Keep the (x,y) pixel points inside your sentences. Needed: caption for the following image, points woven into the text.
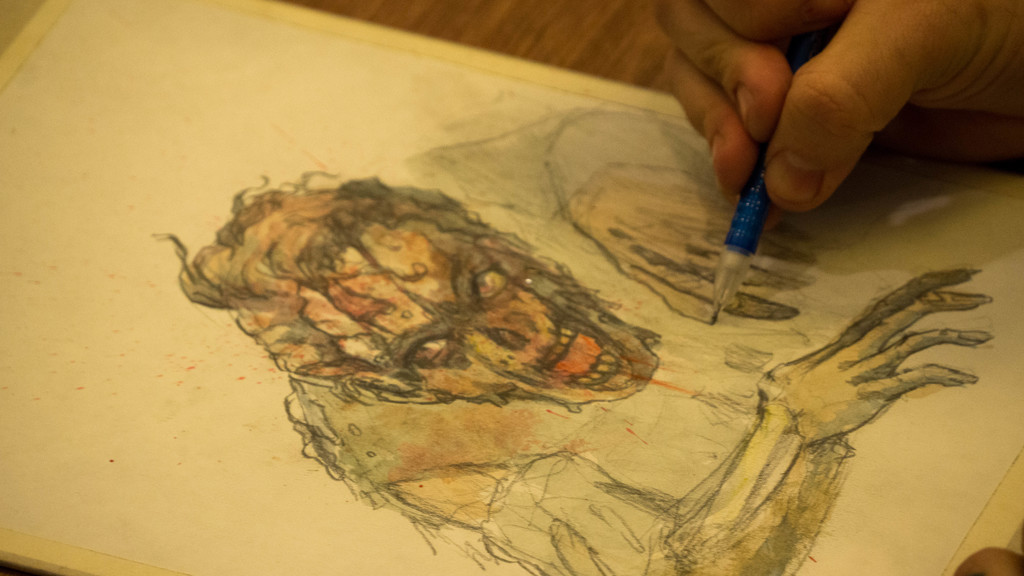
In this picture I can see a drawing (615,294) on the paper (776,258), and there is a person (907,15) holding a pencil (747,234).
